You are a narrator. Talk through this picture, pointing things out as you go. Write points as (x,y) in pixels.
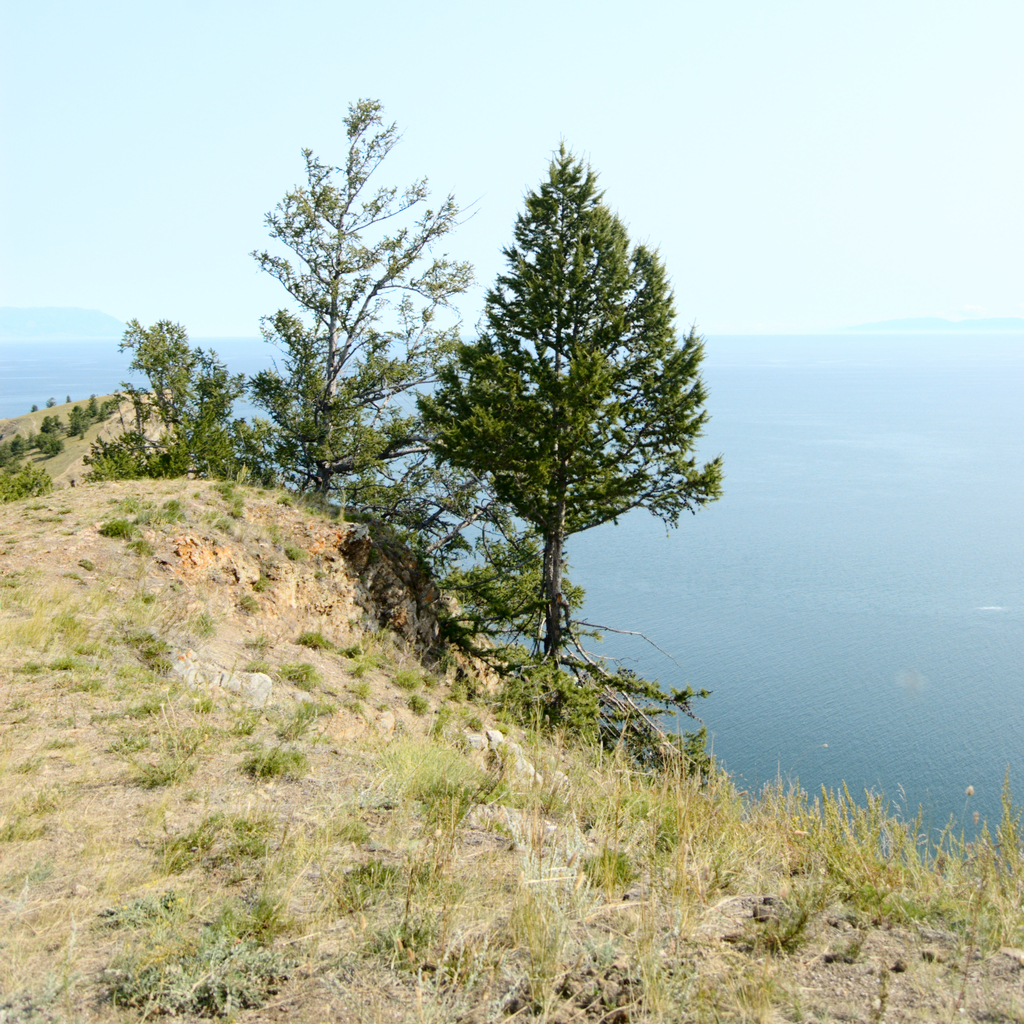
In this picture I can see grass (459,737) and trees (470,431). In the background (813,685) I can see water (817,709) and sky (461,210).
